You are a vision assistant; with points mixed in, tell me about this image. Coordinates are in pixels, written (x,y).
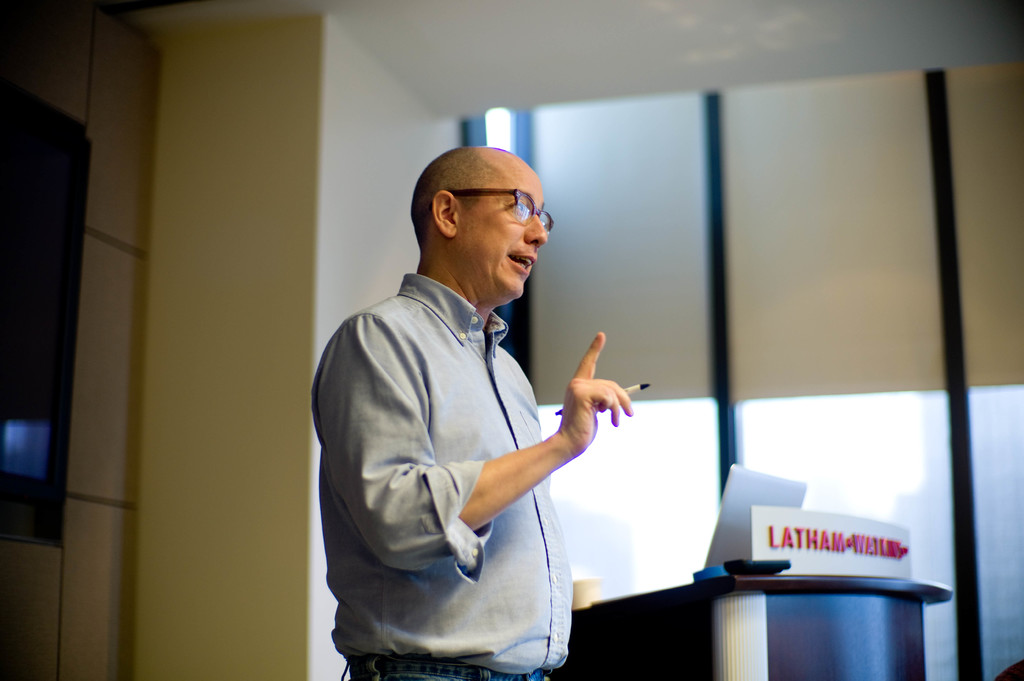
Here in this picture we can see a person (494,384) standing over a place and speaking some thing and we can see he is holding a pen (559,414) in his hand (591,400) and wearing spectacles (516,218) on him and beside him we can see a speech desk (611,664) present with a laptop (723,544) on it over there and behind him on the wall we can see a monitor (20,118) present over there.
